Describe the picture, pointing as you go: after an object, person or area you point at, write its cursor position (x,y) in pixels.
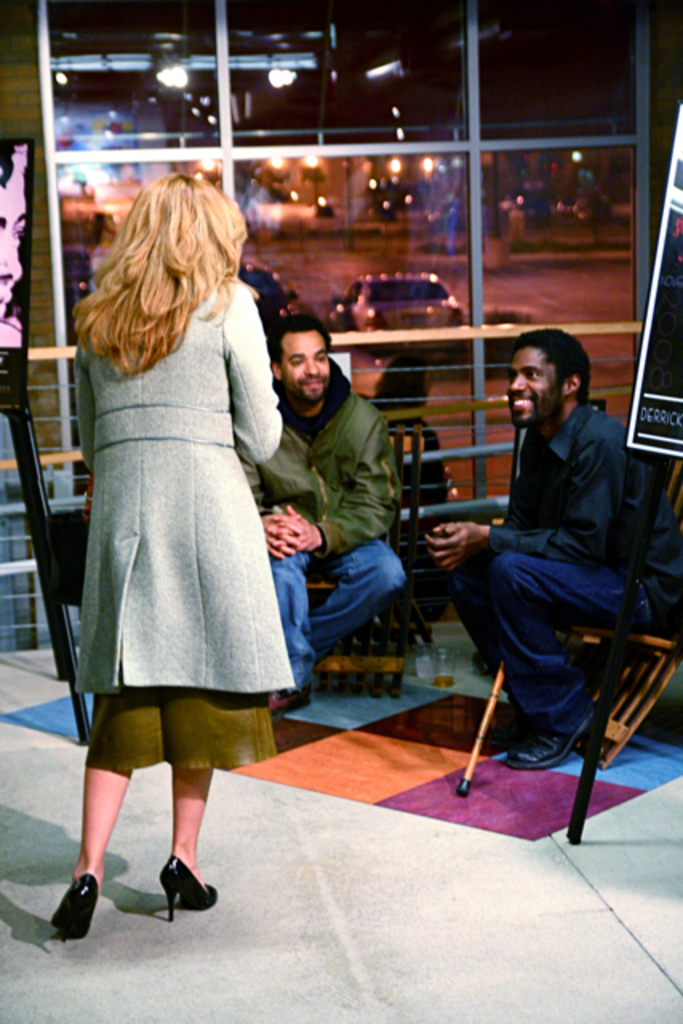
In the foreground (231,298) I can see two persons (662,565) are sitting on the chairs (625,693) and one person (265,579) is standing on the floor (265,855) and boards (660,273). In the background (89,234) I can see glass windows (352,312), vehicles (364,296) on the road (559,269), buildings (309,201) and lights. This image is taken may be during night.
